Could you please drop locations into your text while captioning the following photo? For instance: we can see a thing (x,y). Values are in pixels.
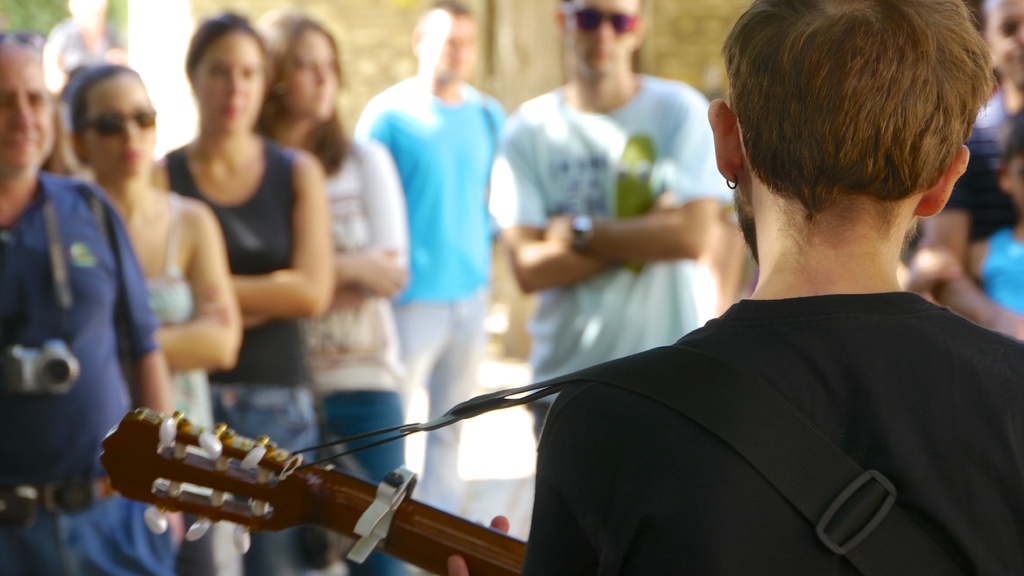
As we can see in the image there are few people (324,148) here and there. The person (771,155) standing in the front (832,298) is wearing black color t shirt (629,506) and holding a guitar (487,552). The background (542,46) is little blurred.
